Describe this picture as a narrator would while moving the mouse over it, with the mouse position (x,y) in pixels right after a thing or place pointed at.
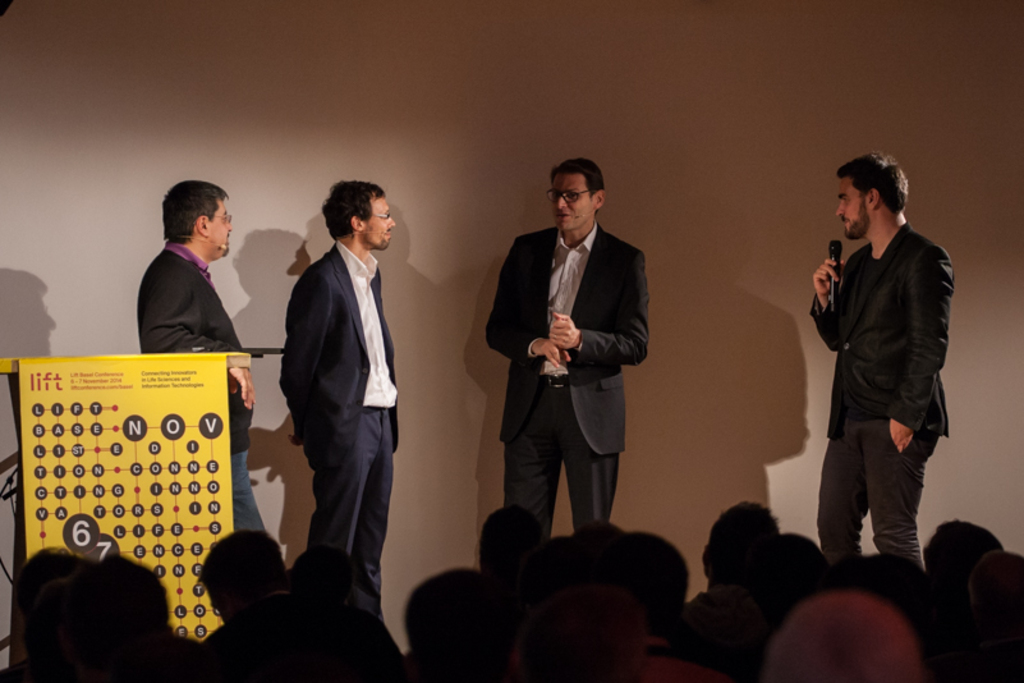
In this picture we can see there are four people (204,327) standing and a man (856,316) is holding a microphone (833,283). On the left side of the people (851,317) there is a podium (131,380) with a board (141,458). In front of the people (836,335) there is a group of people (520,619) sitting and behind the people (540,420) there is a wall (465,123).
